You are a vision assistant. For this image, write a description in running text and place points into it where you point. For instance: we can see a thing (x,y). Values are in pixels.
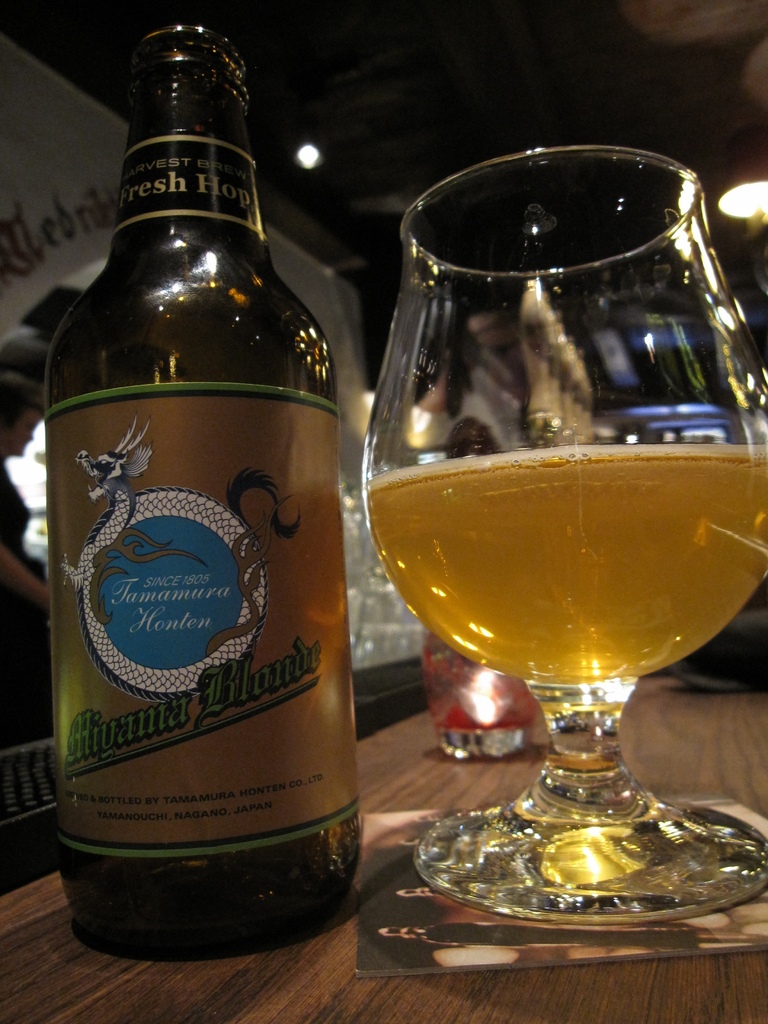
This image is taken indoors. At the bottom of the image (244,955) there is a table (468,989) with a beer bottle (154,365), a glass (457,724), a board (421,929) and a glass (550,374) of beer (534,583) on it. At the top of the image (419,57) there is a roof (496,49). In the background (320,306) there is a wall (345,330). There is a text (58,235) on the wall (77,203). There are a few people (11,560).
